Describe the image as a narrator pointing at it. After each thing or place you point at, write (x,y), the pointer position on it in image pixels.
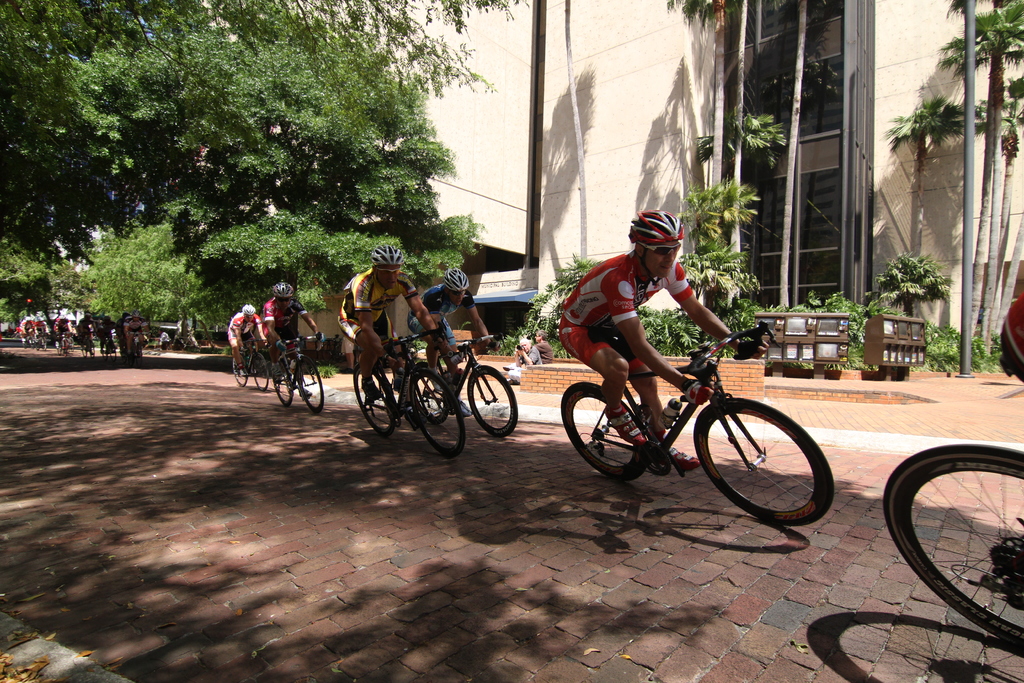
In the picture we can see a road (342,413) on it, we can see some people (232,334) are riding bicycles (438,415), they are in sportswear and helmets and behind them, we can see some trees (214,266) and plants (919,263) and behind it we can see a building (478,271) and near it we can see some poles (967,197).
